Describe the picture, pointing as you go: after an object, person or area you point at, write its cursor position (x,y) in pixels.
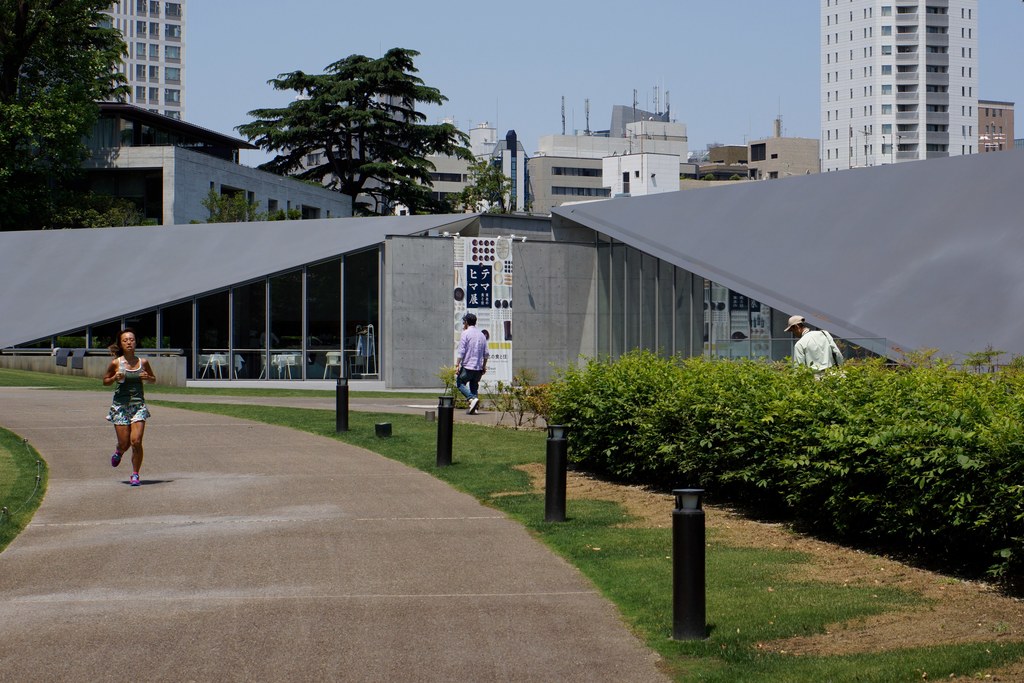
In this image I can see trees (468,201), plants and people (138,425) among this woman (126,415) is running on the road (169,485). I can also see poles (546,502), the grass (595,524), chairs (275,363) and other objects (364,349) on the ground (487,483). In the background (512,100) I can see trees (416,94) and the sky (470,76).
